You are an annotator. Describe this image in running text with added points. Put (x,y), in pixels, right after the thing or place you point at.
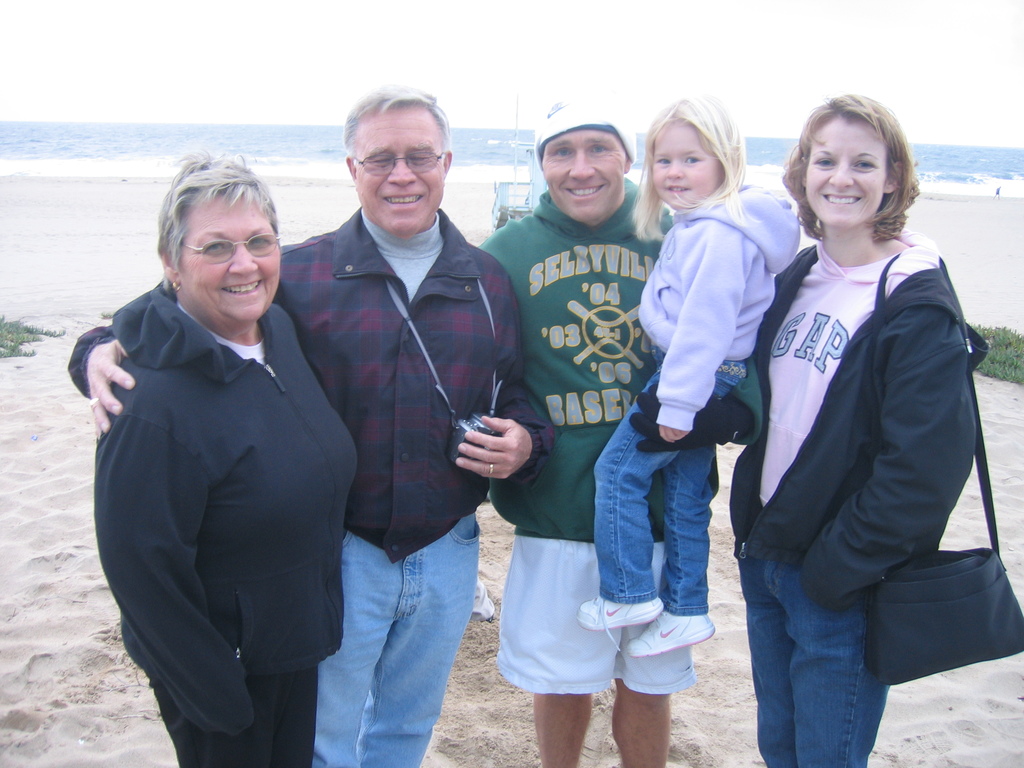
In this image we can see few people (821,412) standing on the ground (498,767), a person (612,644) is carry a child (688,294), a person (500,446) is holding a camera (463,437) and a person (861,437) is wearing handbag (937,559) and there is an object (512,199), water (309,143), grass (1007,355) and the sky (455,126) in the background (543,65).
